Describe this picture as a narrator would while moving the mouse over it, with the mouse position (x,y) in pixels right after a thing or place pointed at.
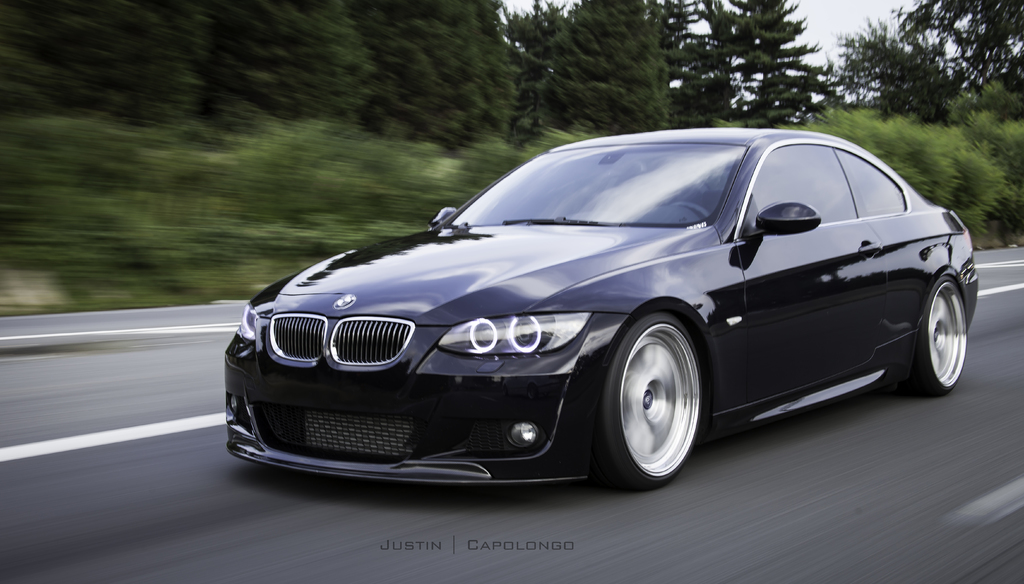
In this picture there is a black color bmw car (692,307) on the road (767,472) and there are trees (520,127) in the background (509,124).
